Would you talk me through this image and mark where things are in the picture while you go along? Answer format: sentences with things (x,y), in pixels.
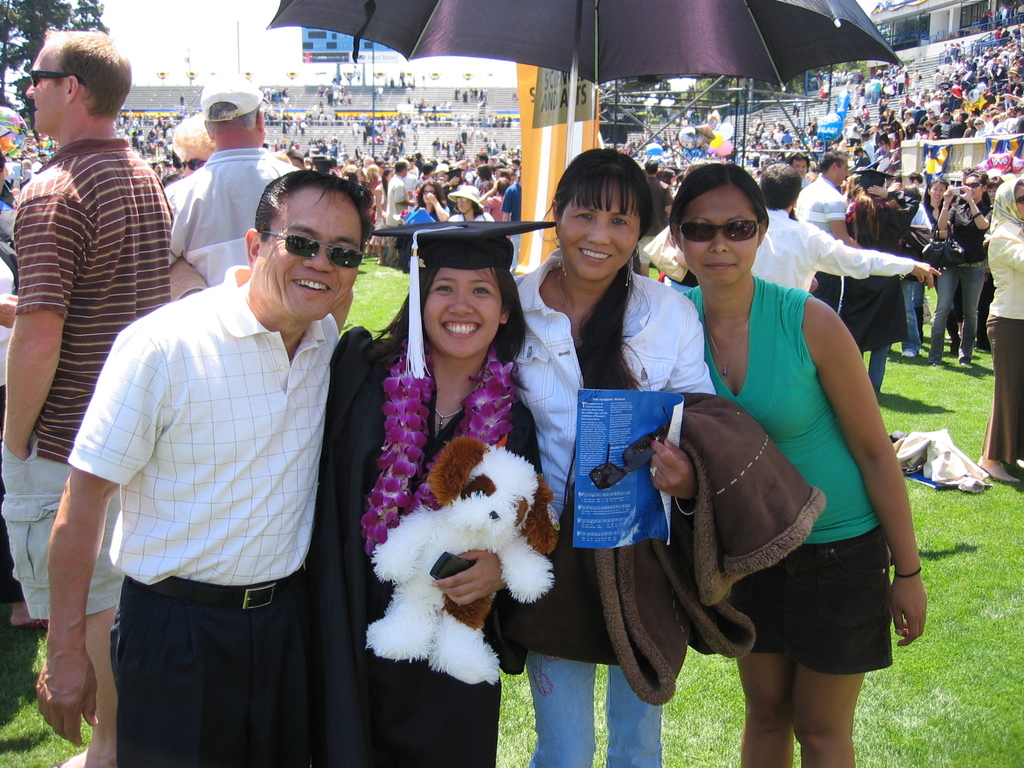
Here we can see a four people (129,397) who are standing under umbrella (608,48). In the background (765,188) we can see a group of people (433,171) standing.
